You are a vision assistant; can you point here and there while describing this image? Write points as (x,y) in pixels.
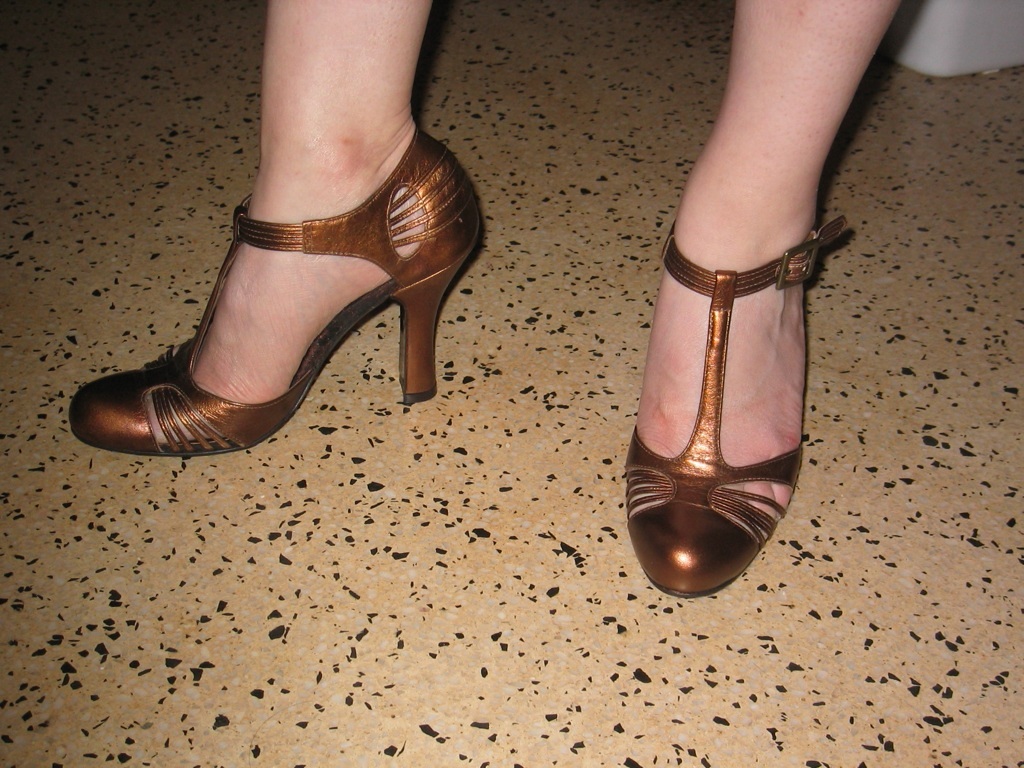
In this image I see the person's legs (763,259) and I see heels (382,197) which are of brown in color and I see the floor (15,33) and I see a white color thing (915,54) over here.
